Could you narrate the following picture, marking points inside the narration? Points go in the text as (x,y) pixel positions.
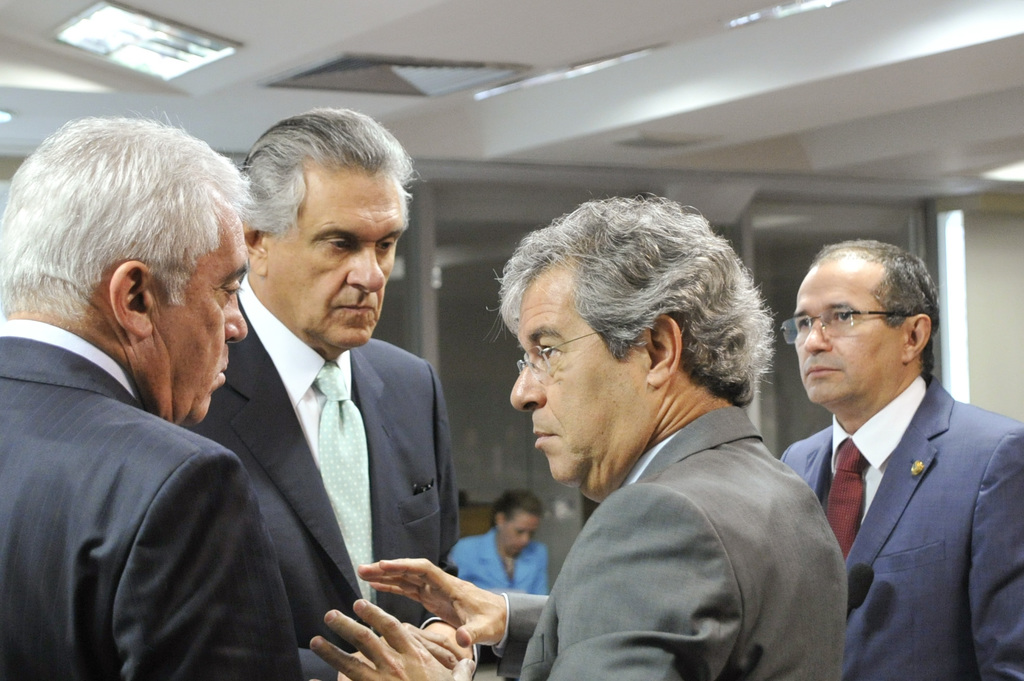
There are four men (247,603) standing. Here is a woman (504,559) sitting. This is the ceiling light (161,40) attached to the roof (432,24). In the background (529,231), that looks like a glass door (481,338).
